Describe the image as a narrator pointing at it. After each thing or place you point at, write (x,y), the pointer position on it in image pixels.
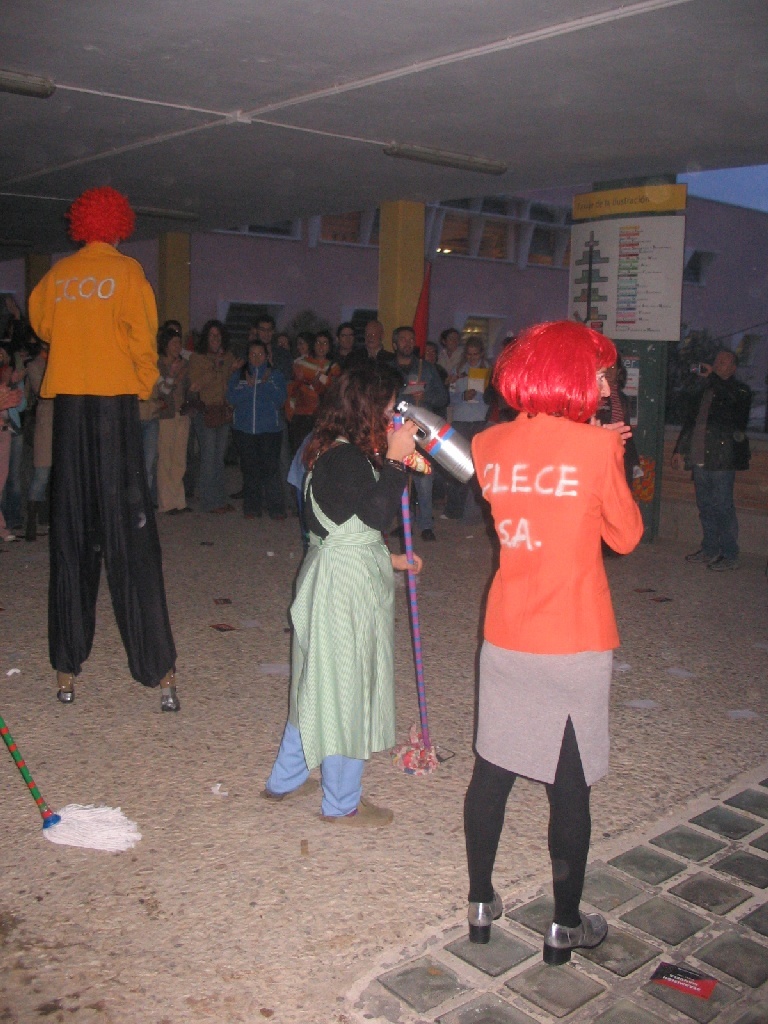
There is a tall person (117,465), lady (331,551) holding something and another person (513,579) is standing. In the background (326,379) there is a crowd (467,344). There are pillars (162,256) and wall (444,265). And there is a poster (612,282) in the background (662,246).
